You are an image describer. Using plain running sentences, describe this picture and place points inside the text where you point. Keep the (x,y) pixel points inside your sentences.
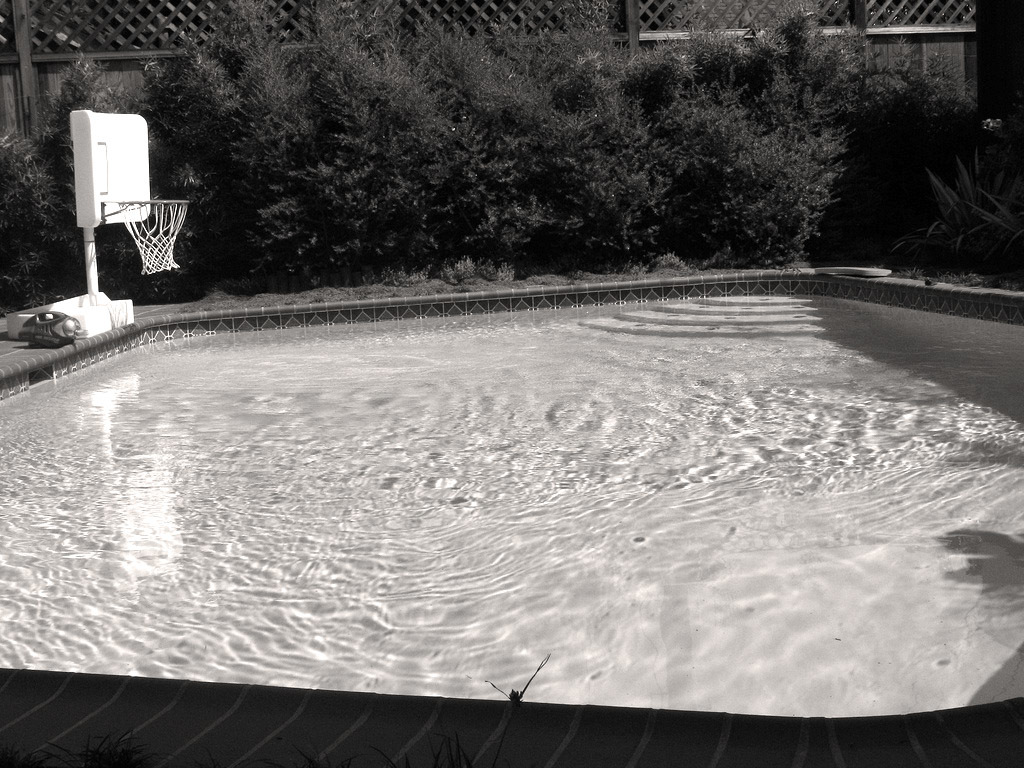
In the center of the image (523,433) pool (522,460) contains water (478,506). At the top of the image (157,201) we can see basketball hoop (85,318) and object (56,326) are there. In the background of the image (498,171) we can see some plants (506,88) and fencing (218,12) are there.
